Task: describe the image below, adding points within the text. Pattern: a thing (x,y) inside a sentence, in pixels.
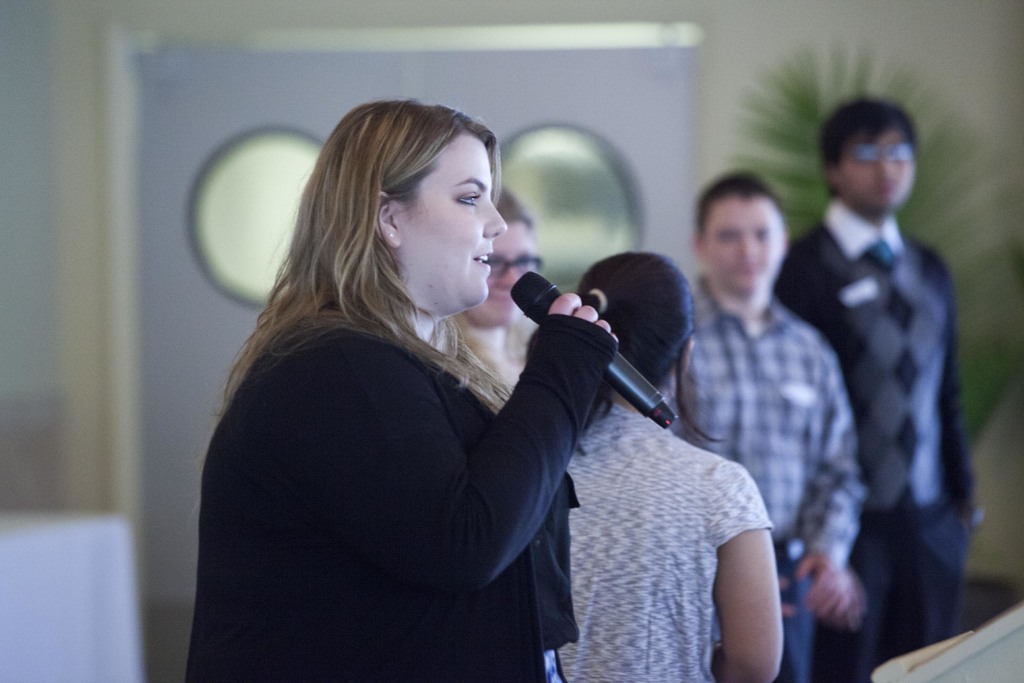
In this image I can see there is a group of persons (634,441). In the front (325,334) there is a woman (481,541) who is speaking in front of a microphone (546,308).
